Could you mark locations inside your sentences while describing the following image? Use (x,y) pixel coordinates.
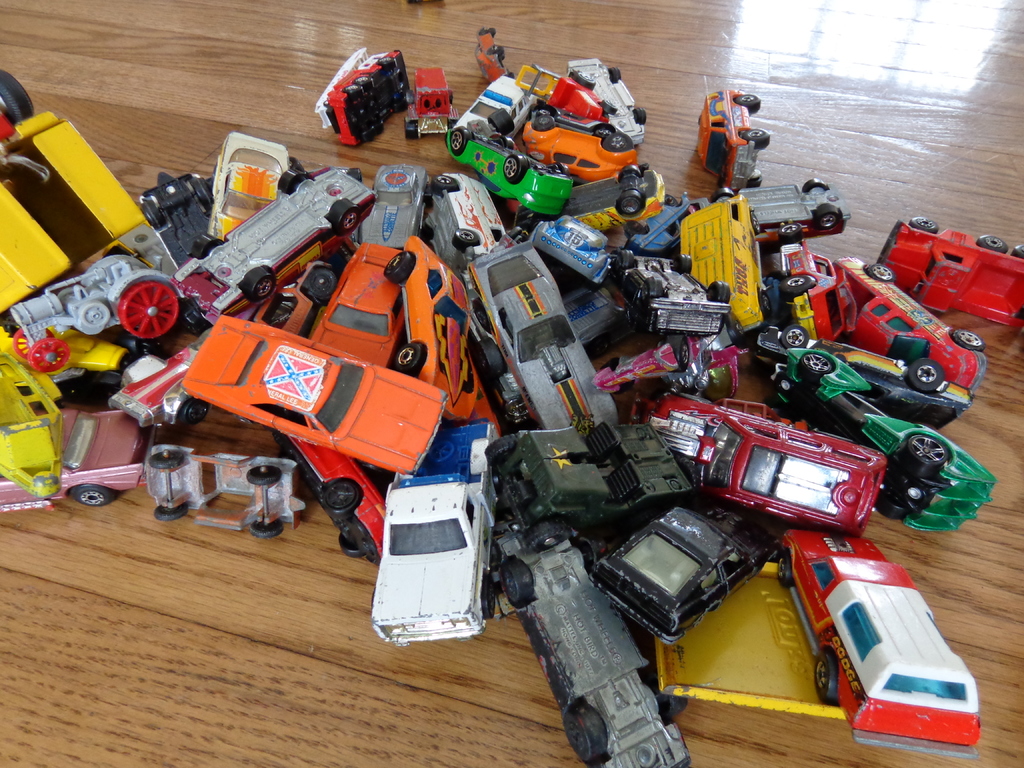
In this picture there are different colors toy cars (732,136) in the center of the image (486,464).
